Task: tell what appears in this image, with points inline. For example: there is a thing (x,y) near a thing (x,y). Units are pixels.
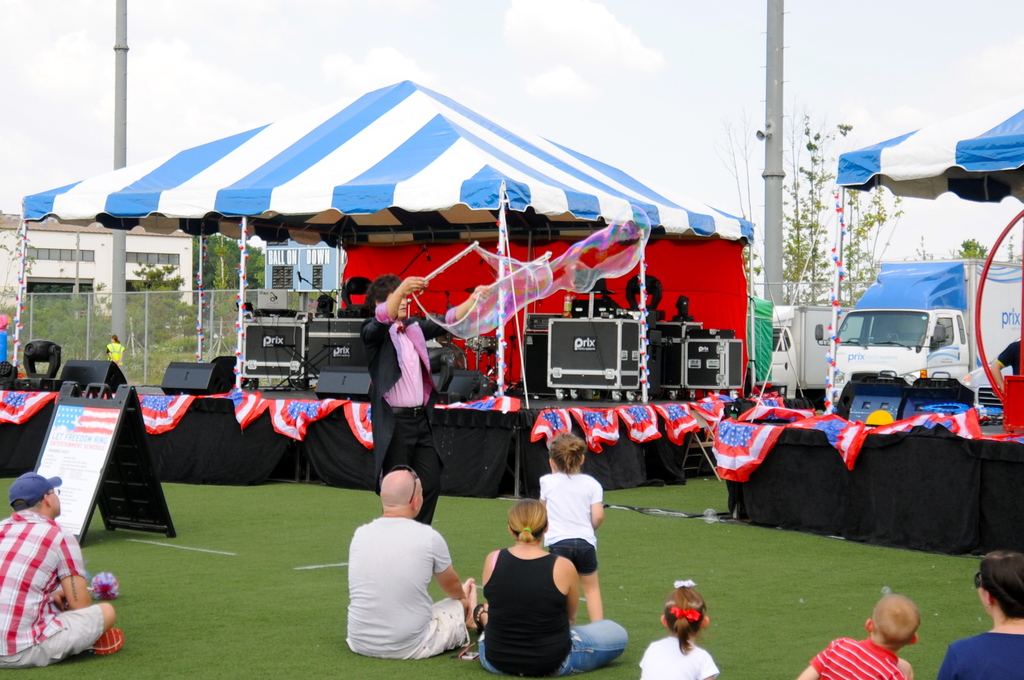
In this image there are tents (436,203). At the bottom (55,595) we can see people (352,638) sitting and there is a board (84,517). In the center (407,401) there is a man (397,450) standing and blowing bubbles (454,327). There are speakers (202,373) and some equipment (345,326). We can see vehicles (812,327). In the background (818,268) there are trees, poles (833,379), building (153,255) and sky (342,17).
